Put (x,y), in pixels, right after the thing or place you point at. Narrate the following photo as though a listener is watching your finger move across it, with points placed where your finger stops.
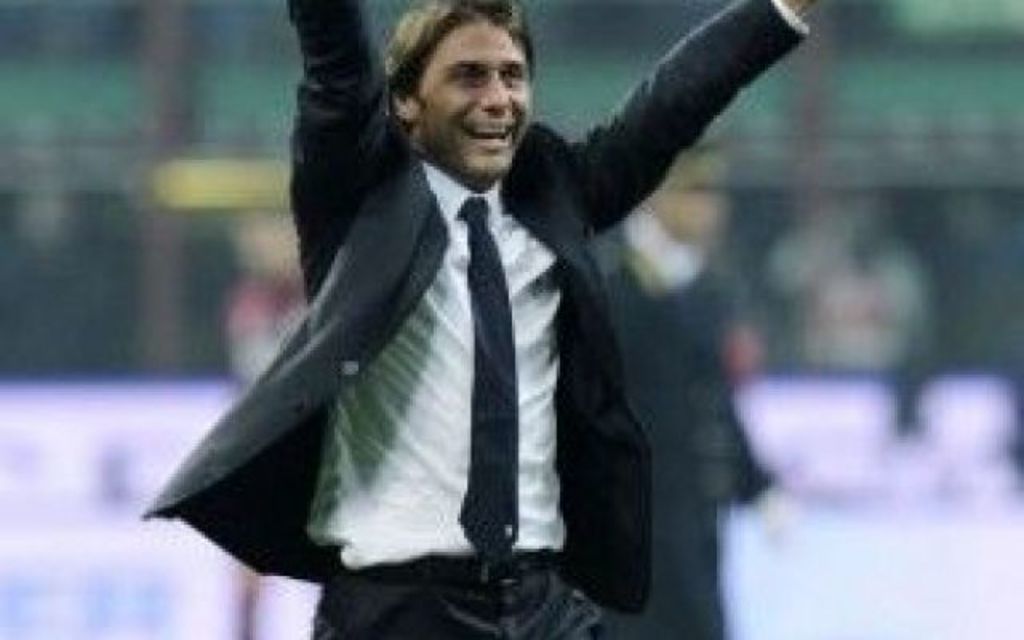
There is a man (522,289) standing and smiling and wore suit (552,637). In the background (176,270) it is blur.
